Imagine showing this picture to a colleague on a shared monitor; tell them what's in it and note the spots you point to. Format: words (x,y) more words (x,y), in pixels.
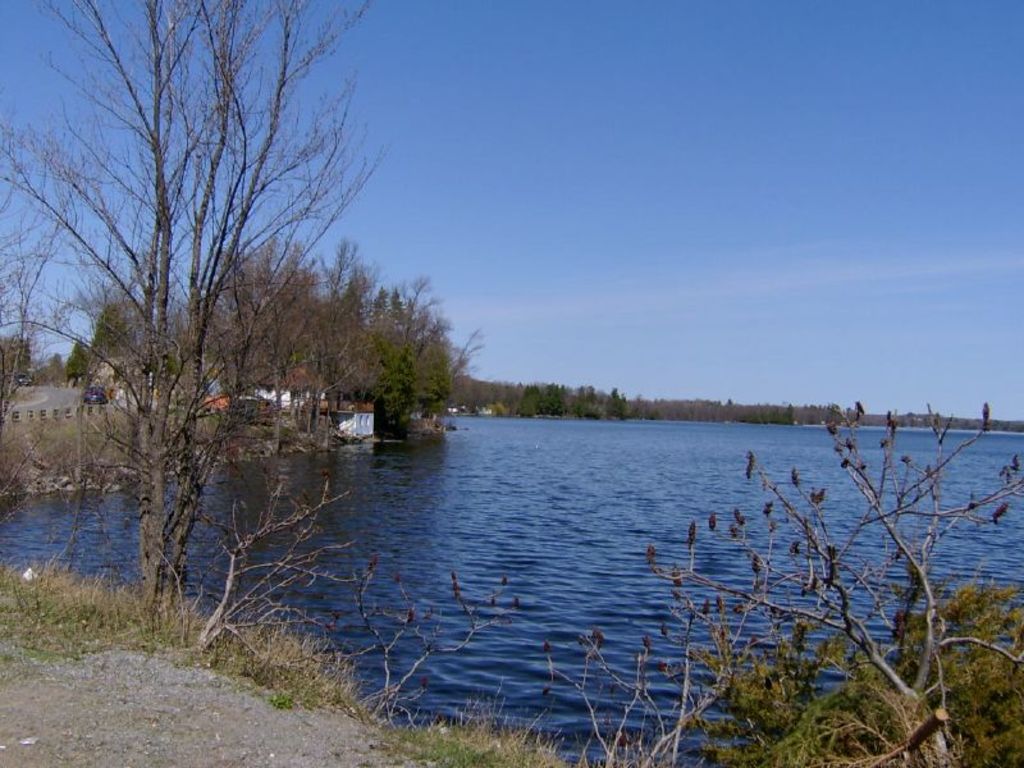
This picture might be taken from outside of the city. In this image, on the left side (242,387), we can see some trees (178,385), road (59,405) and a car (84,401) which is placed on the road (73,394), houses (347,406). On the right corner (835,568), we can also see some plants (978,718) and trees (876,722). In the background (555,410), we can also see some trees (541,409). On the top (675,123), we can see a sky (644,286), at the bottom (616,540) there is a water (609,516) in a lake (581,519) and land (166,692) with some stones (159,683).
